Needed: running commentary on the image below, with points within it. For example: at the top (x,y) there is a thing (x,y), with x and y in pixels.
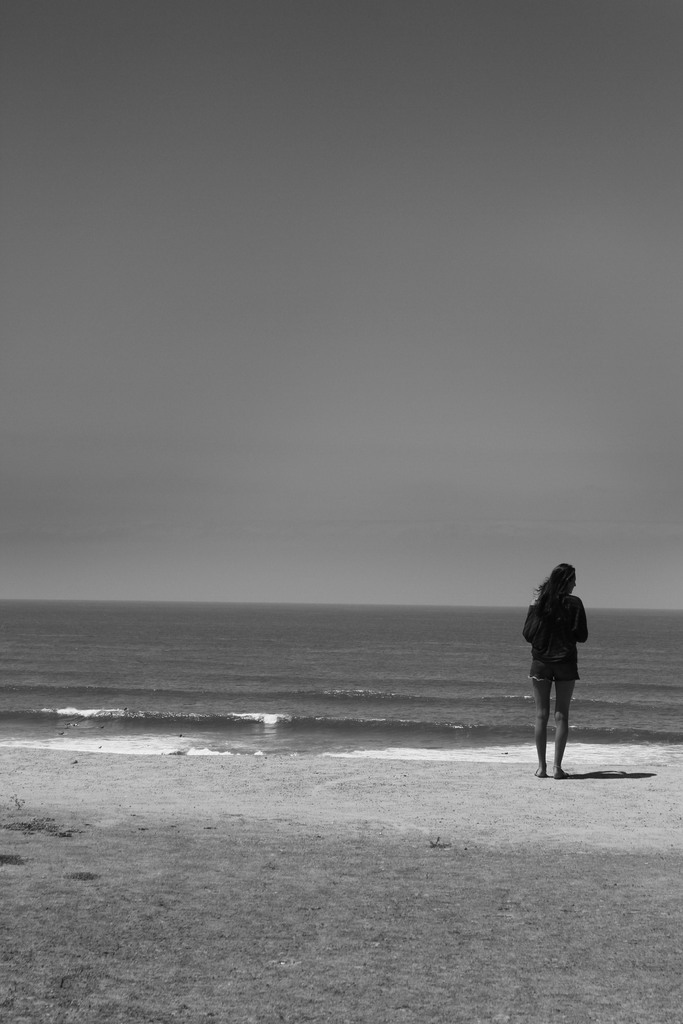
In the picture we can see a sand surface (67,780) on it we can see a woman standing and in front of her we can see water (4,662) and sky (87,438).
